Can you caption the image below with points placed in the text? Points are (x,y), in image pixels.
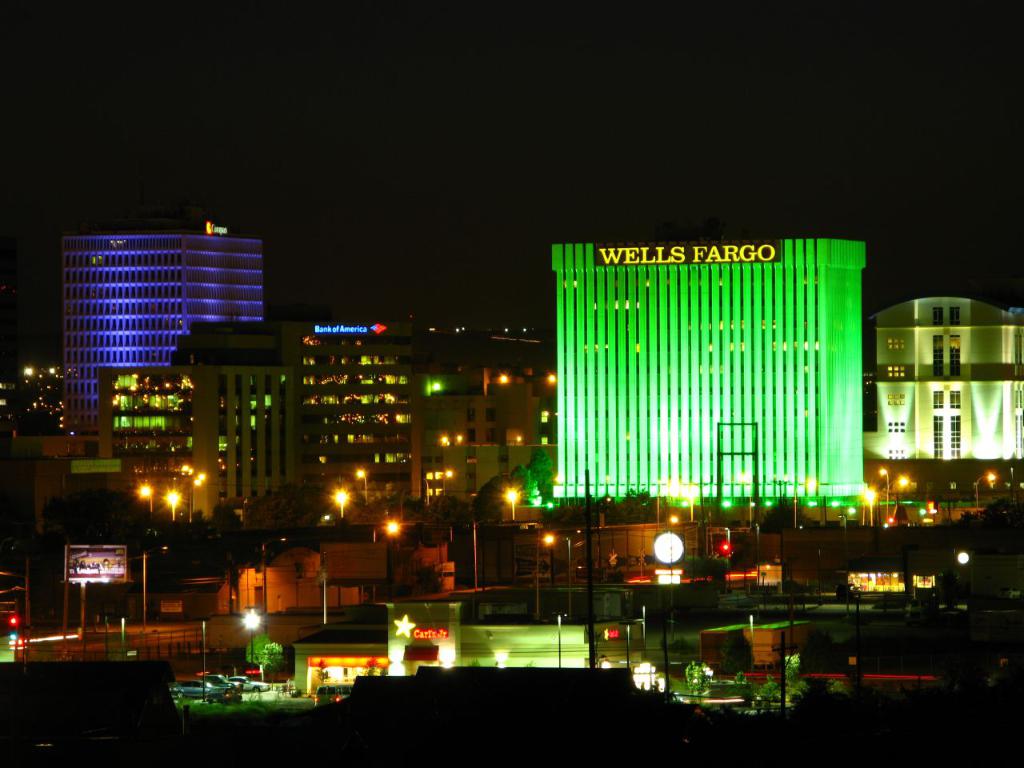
In this image few vehicles (216,699) are on the road (299,699). On pavement (271,689) there are few trees (688,679), poles (204,688) and street lights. There are few buildings (411,421) in between there are few trees (423,500) and street lights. Top of image (524,106) there is sky (767,106).
